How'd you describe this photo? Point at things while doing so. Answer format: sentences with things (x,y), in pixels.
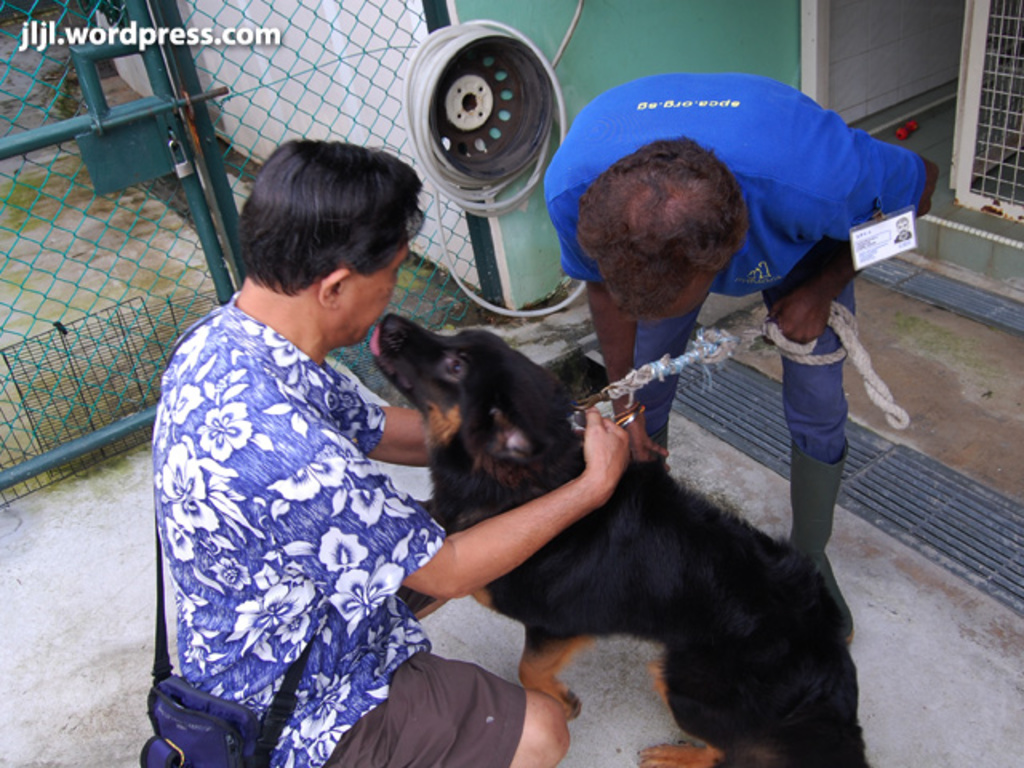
In this image we can see two persons (433,670) and there is a dog (762,598) and we can see a building (645,47) in the background (562,63) and there is a mesh door (104,126). We can see some text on the image.
